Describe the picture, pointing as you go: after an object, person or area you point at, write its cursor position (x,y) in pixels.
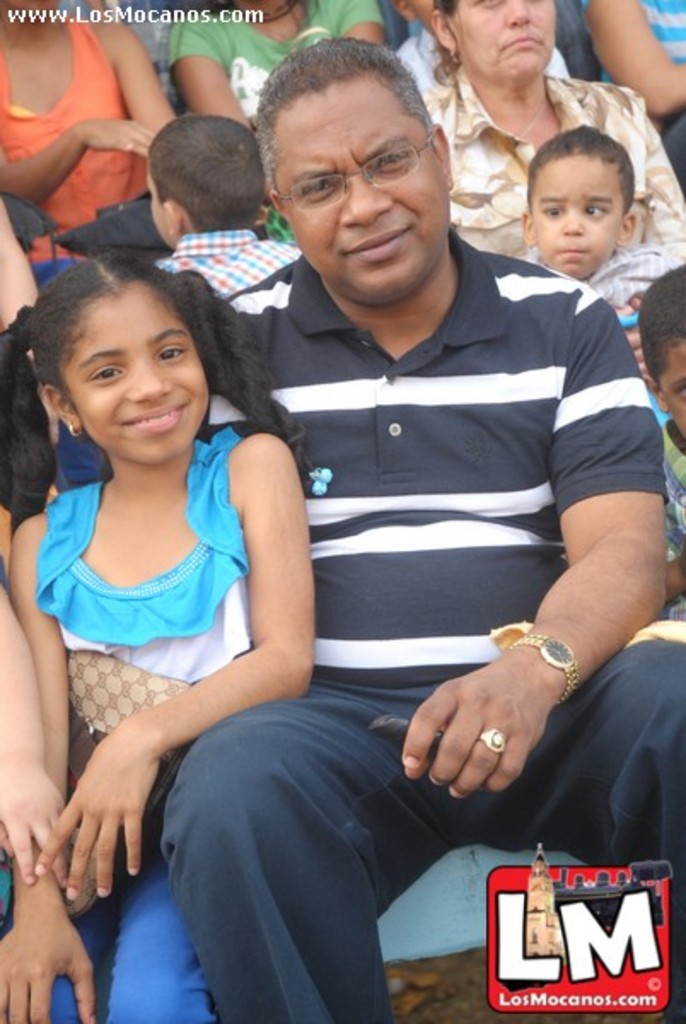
Here we can see a man (469,268) and a girl (86,610) posing a camera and they are smiling. In the background (673,337) we can see few persons (572,202).
